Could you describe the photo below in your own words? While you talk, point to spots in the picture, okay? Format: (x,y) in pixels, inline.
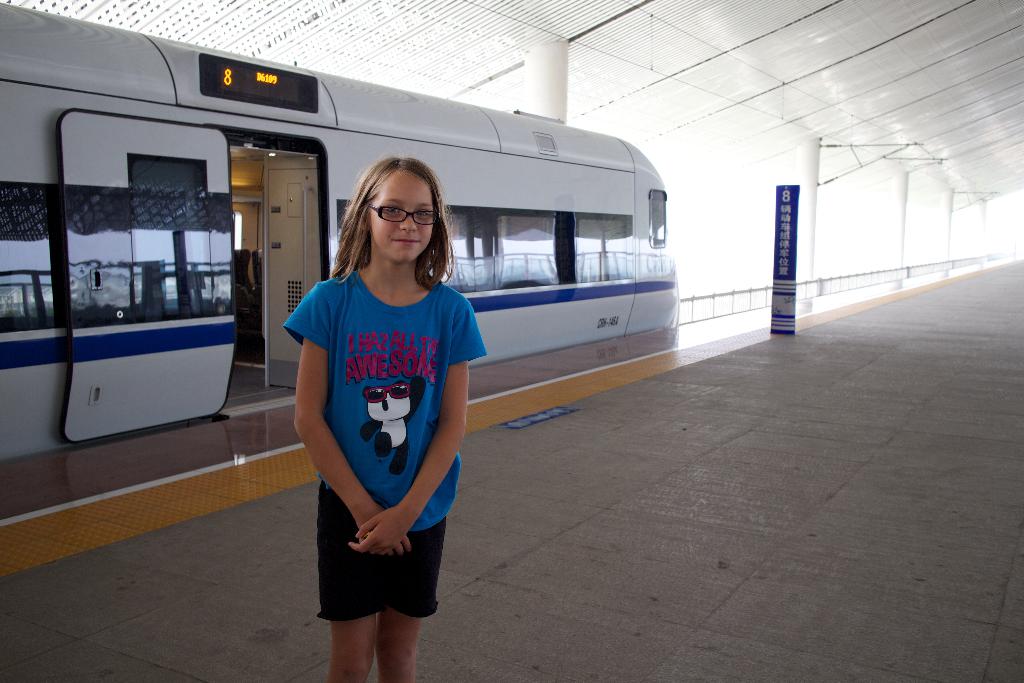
In this picture there is a girl (414,601) who is wearing spectacle (402,210), t-shirt (350,380) and short (417,613). She is smiling, she is standing on the platform (733,577). On the left (12,281) there is a train (54,269) and the door (227,278) is open. Through the door (231,336) i can see some seats (257,285) and window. On the right (840,282) there is a banner (779,327), fencing (996,260) and pillars (804,228). At the top (726,10) there is a shed (672,40).
